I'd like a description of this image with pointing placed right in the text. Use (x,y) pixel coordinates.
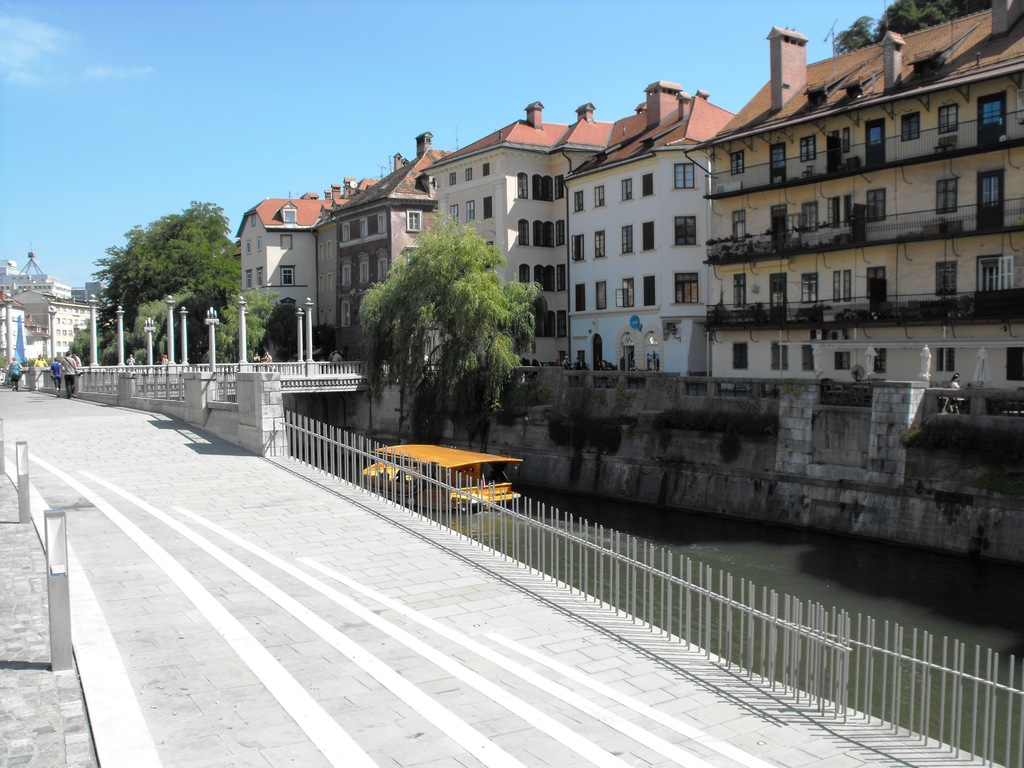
In this picture we can see some people (58,368) on a path (279,554), poles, fence (84,388), boat (476,472) on water (908,617), wall (735,461), bridge (298,388) with light poles (309,325) on it, buildings (335,274) with windows (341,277), trees (194,253) and some objects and in the background (187,115) we can see the sky (174,82).
